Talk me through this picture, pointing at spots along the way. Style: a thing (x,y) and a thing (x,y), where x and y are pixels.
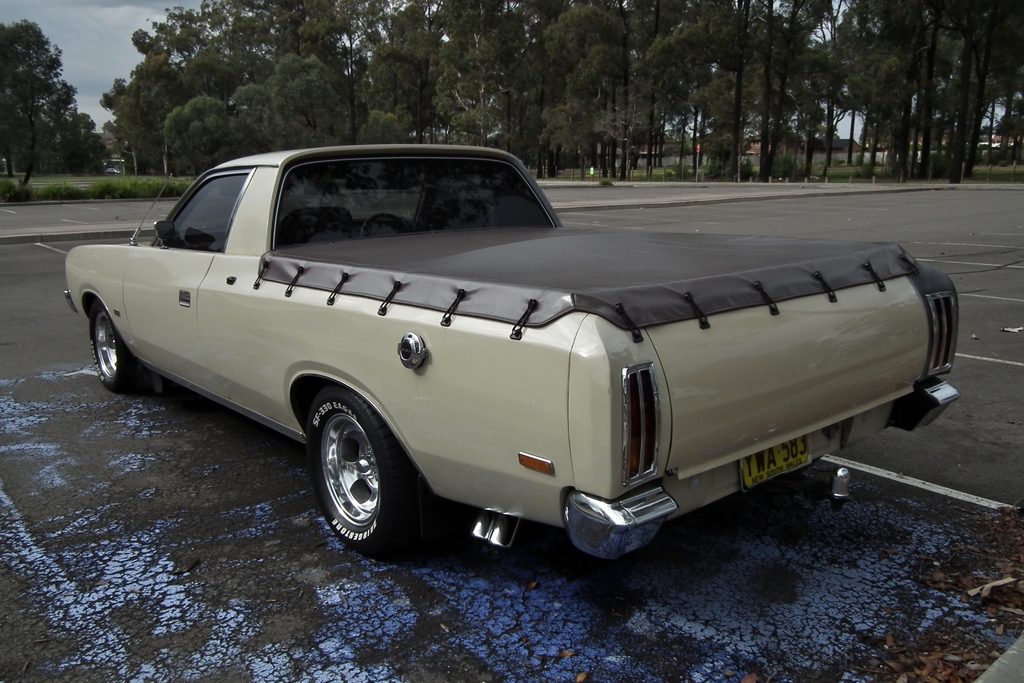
This image consists of a car (375,443) in cream color. At the bottom (23,504), there is a road (471,565). In the background (419,111), there are many trees (235,73). At the top (130,53), there are clouds (106,58) in the sky (115,74).
